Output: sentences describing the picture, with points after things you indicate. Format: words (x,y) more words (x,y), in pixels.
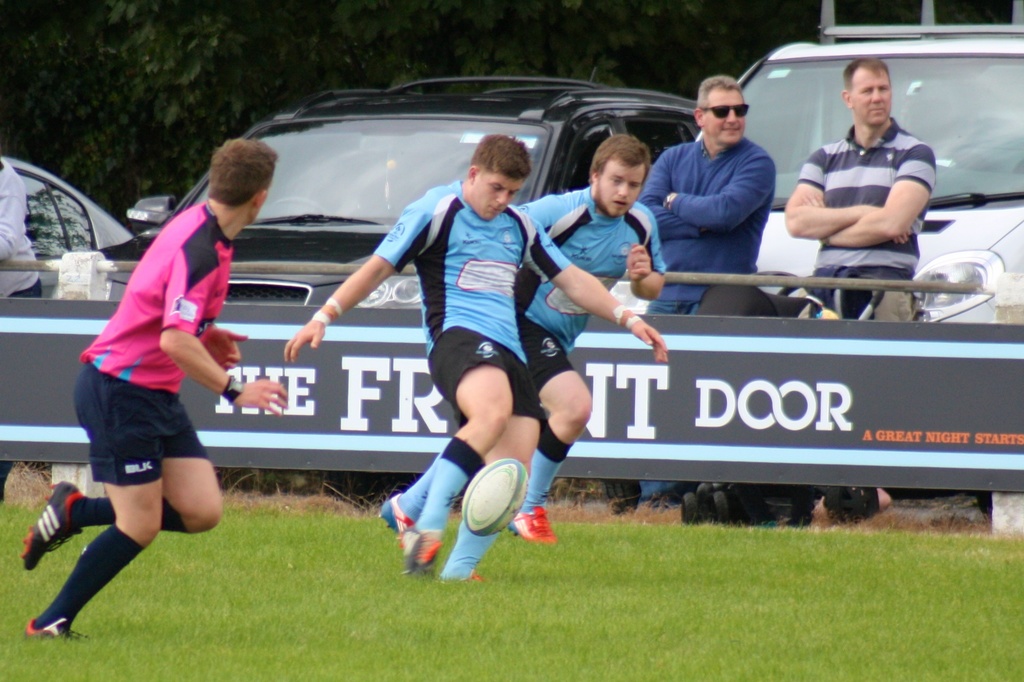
The image is outside of the city. In the image there are three people (507,326) playing a game and right side (875,256) there are two people (837,151) standing in front of the cars (937,240). In background (409,12) there are some trees (433,39) and at bottom (324,622) there is a grass (441,631).
